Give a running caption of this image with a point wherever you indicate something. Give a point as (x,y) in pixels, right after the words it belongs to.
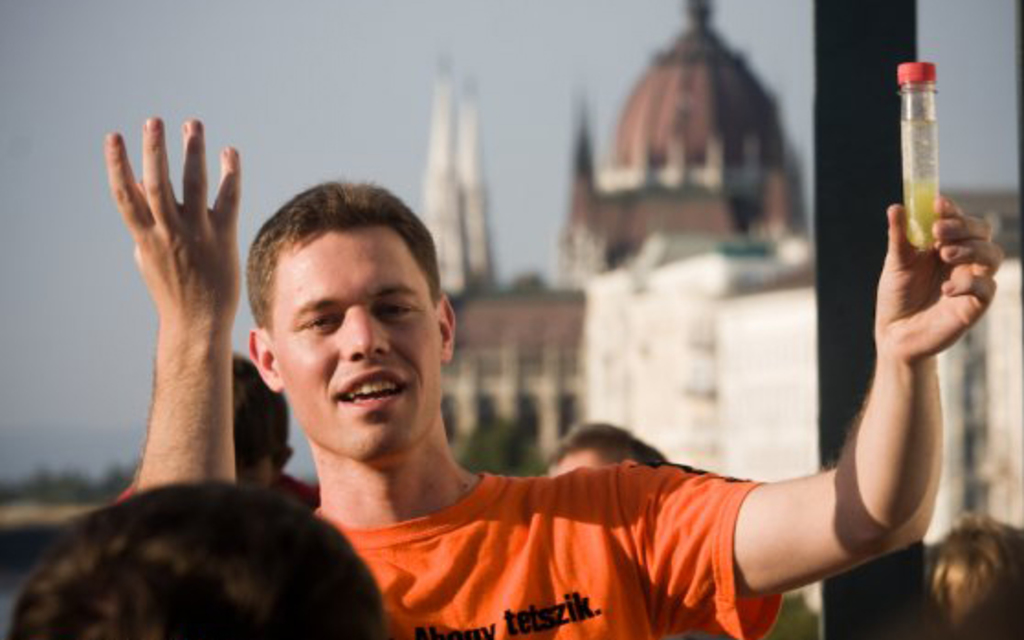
In this image we can see a few people (453,343), one of them is holding a bottle (919,208), there is a pole (854,323), a house (715,191), also we can see the sky (218,116), and the background (85,409) is blurred.
